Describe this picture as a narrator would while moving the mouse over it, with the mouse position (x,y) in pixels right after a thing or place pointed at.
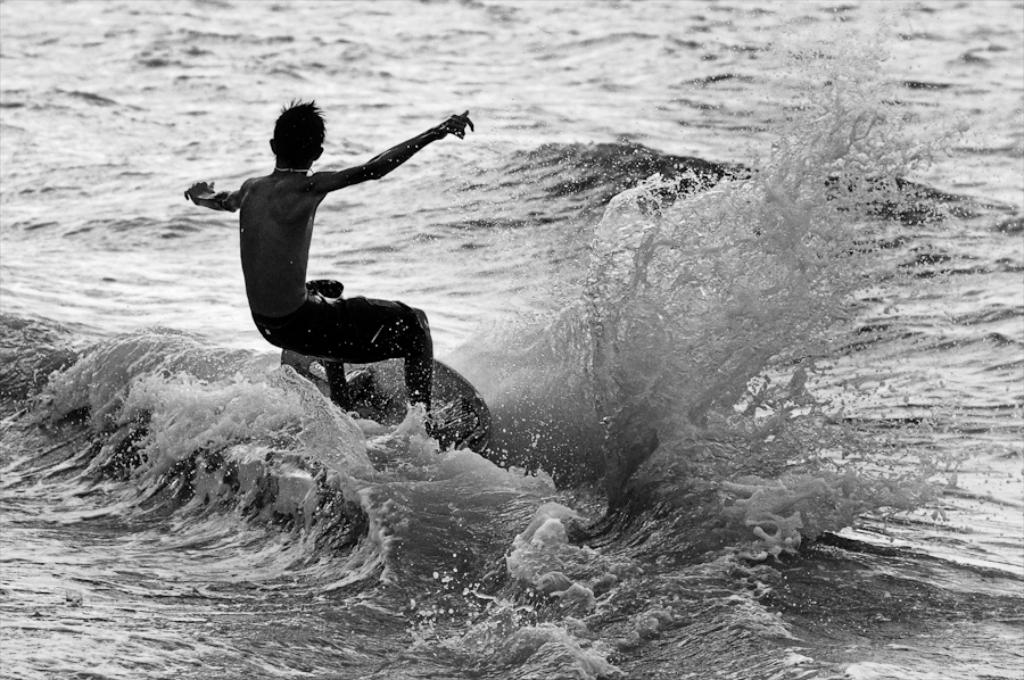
In the center of the picture (365,344) there is a person (295,330) surfing. In this picture there is a water body (224,276).
